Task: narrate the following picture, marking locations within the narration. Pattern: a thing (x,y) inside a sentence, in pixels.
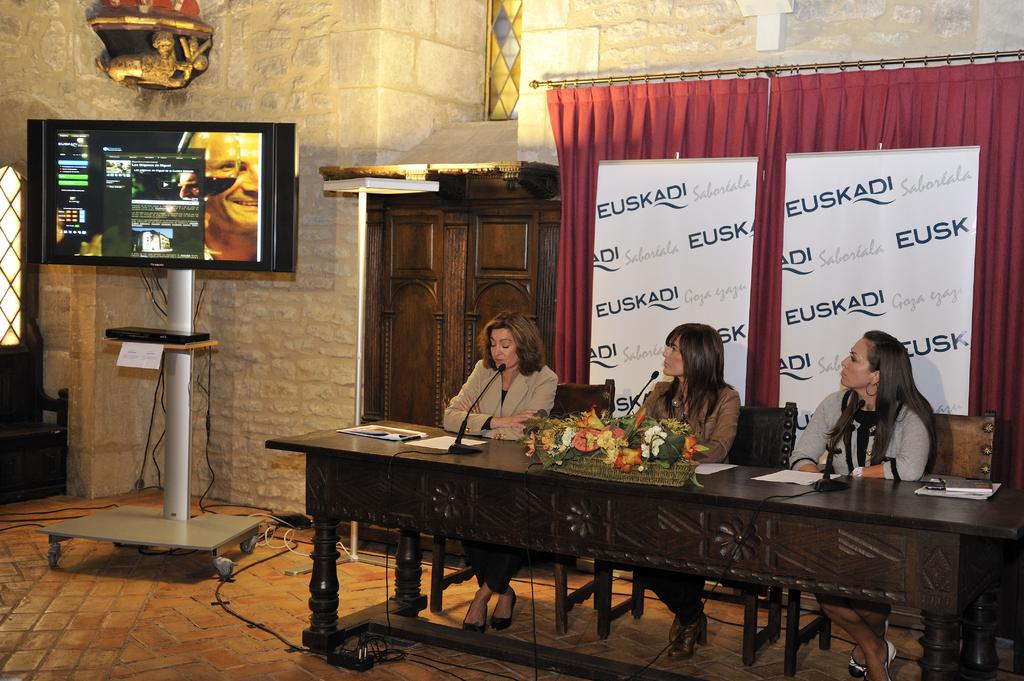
There is a table (420,595) at here. Three women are sitting on the chairs (754,448) and two women (711,450) looking into the T. V (260,267). behind them there is a curtain (588,250) and board (905,270) on the left side of an image (324,329) there is a window (9,240) and a wall (36,75).
